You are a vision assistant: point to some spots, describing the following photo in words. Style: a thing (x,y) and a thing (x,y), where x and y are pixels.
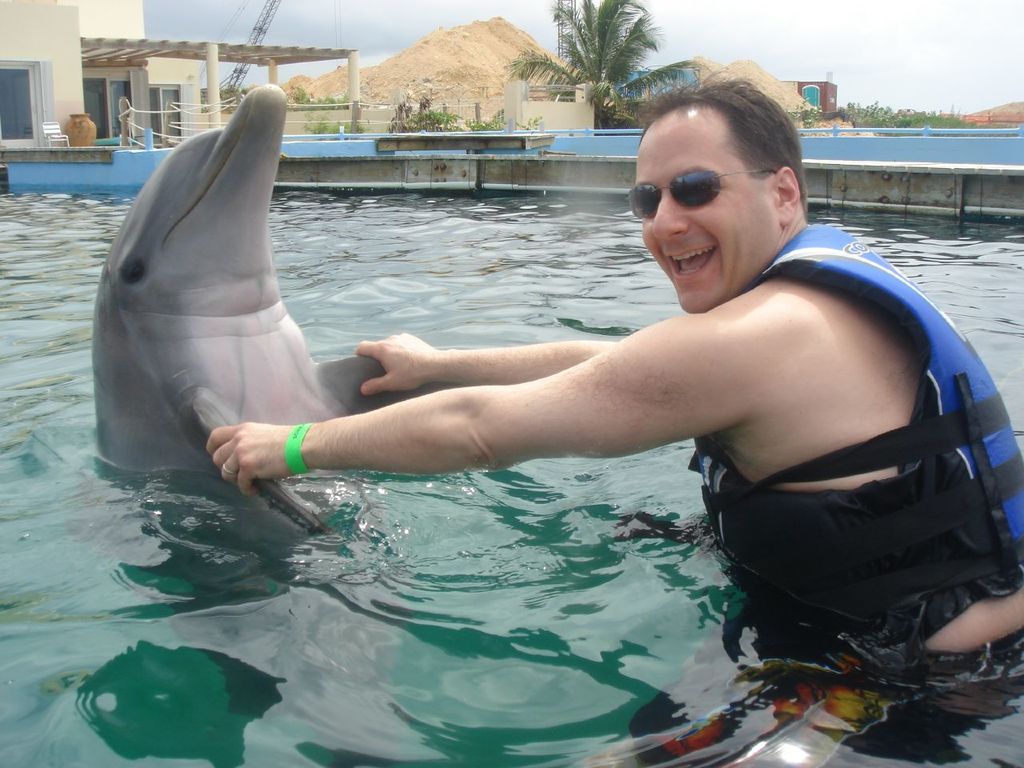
In this image the person (493,404) is playing with dolphin (187,306) in swimming pool (580,480) and behind the swimming pool (607,479) there are buildings (136,90) and trees (606,100) are there and the background (653,61) is very cloudy.
